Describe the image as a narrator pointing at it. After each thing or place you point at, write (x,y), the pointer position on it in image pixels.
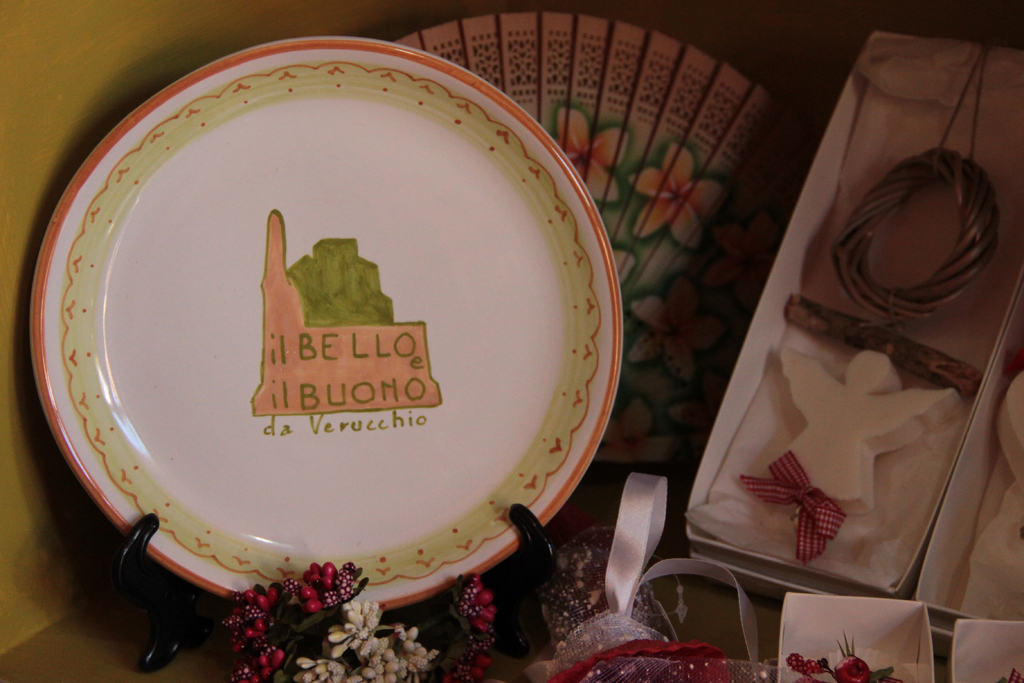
In this picture we can see some text (386,415) and painting (269,339) on a plate (365,529). We can see a few decorative items (797,361) and the wall (106,104).
